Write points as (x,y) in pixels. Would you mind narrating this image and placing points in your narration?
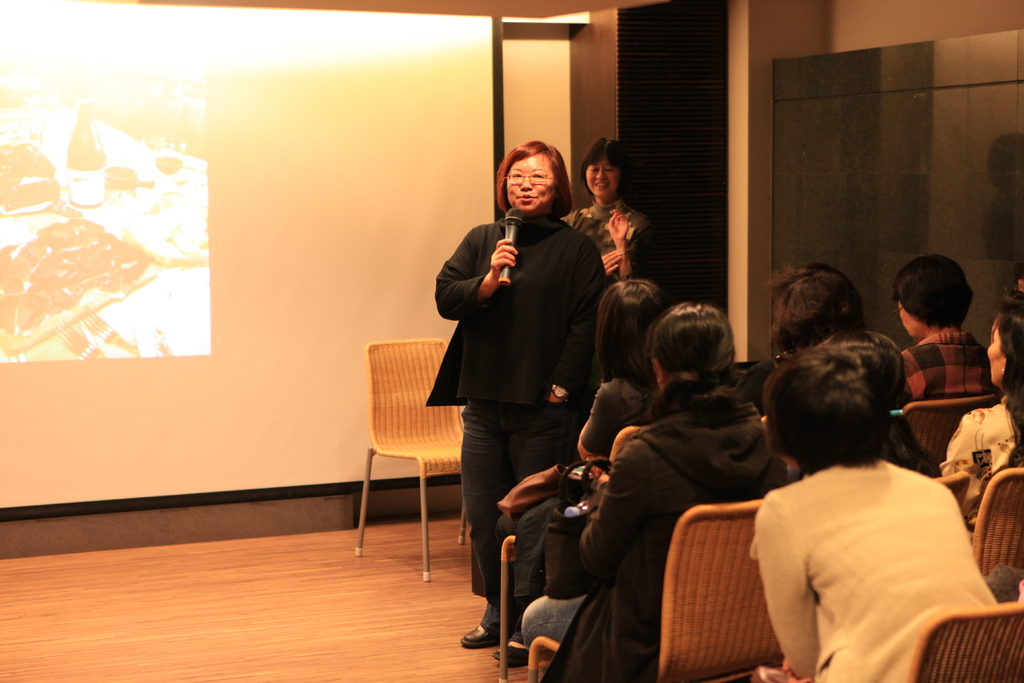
Here we can see some persons (791,490) are sitting on the chairs (741,644). There is a woman (561,422) who is talking on the mike (512,224). This is floor (264,603) and there is a screen (245,236).
